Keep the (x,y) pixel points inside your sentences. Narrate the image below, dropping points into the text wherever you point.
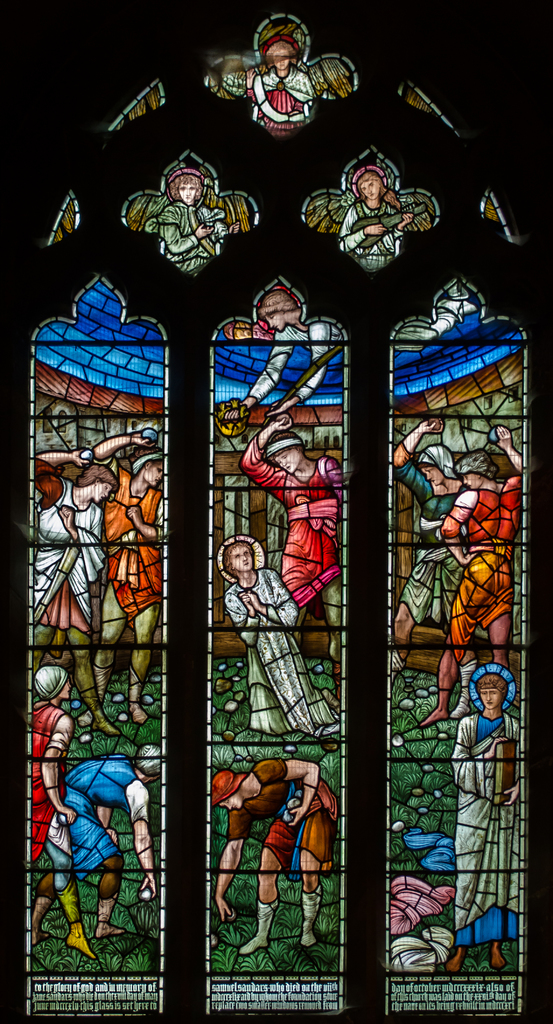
In this picture we can see an object (480,681) seems to be the window (96,994) and we can see the pictures (245,368) on the stained glass (449,656). In the foreground (431,805) we can see a person (480,763) holding some object (504,778) and standing and we can see the group of persons (269,866) standing and seems to be working and we can see the group of persons (307,514) standing, holding some objects (495,434) and in the center (236,581) we can see another person (266,633) kneeling and we can see the green leaves (428,752). At the top (295,331) we can see the group of persons (286,304) and many other objects (451,308). At the bottom (169,990) we can see the text (57,986) on the image.
